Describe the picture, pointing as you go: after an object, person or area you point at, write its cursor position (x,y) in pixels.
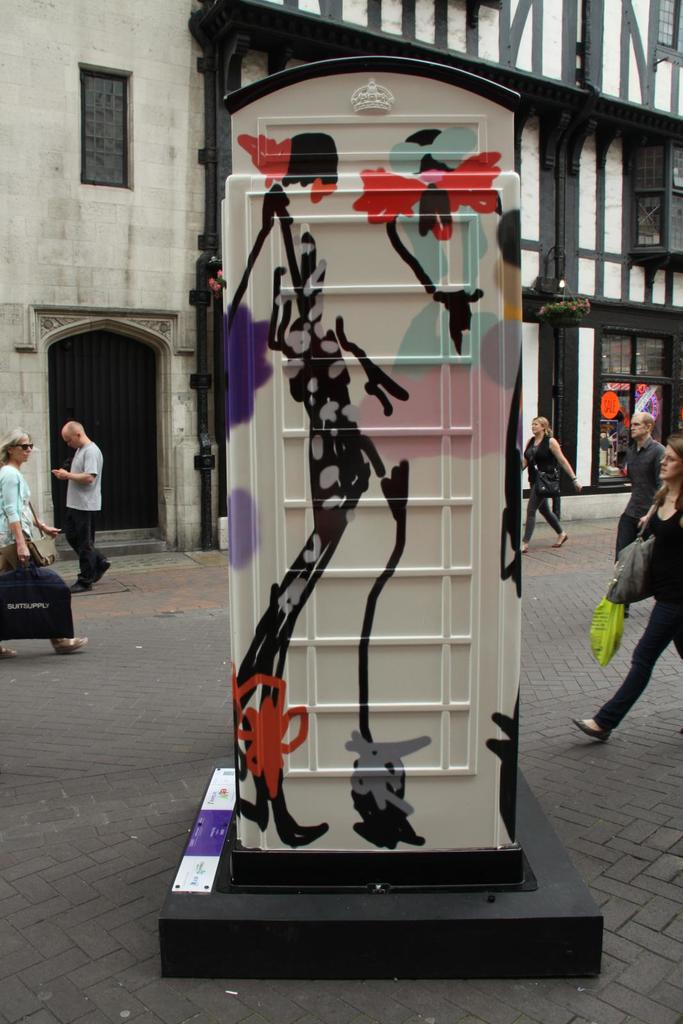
In this image there is a telephone box (311,444), group of people (540,421) walking, building (41,77).
